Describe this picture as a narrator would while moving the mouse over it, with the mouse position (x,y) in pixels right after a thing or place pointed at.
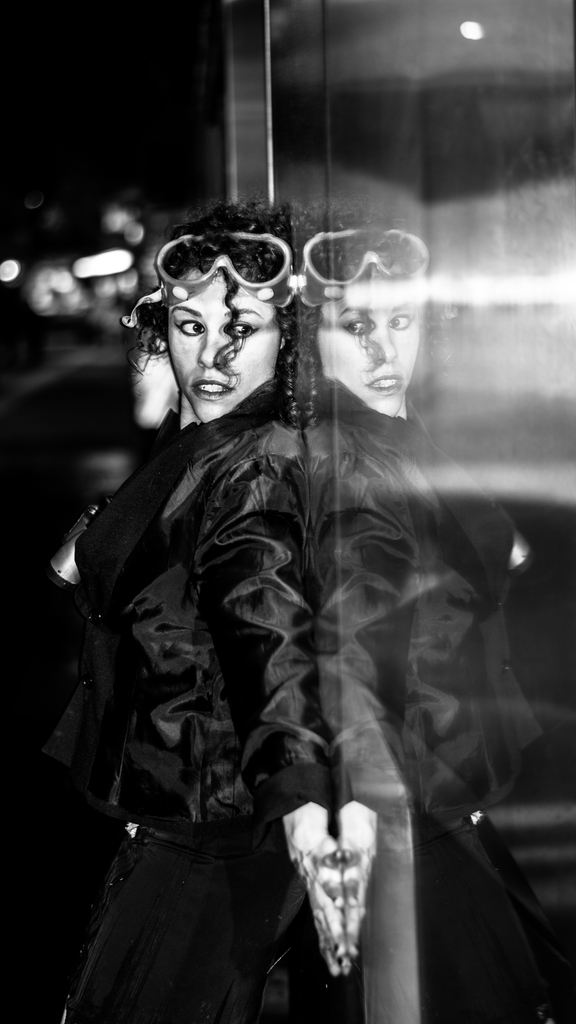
In this image in the center (251,449) there is one woman (228,804) who is standing, on the right side (409,264) there is a glass door (382,426) and in the background (59,306) there are some lights (107,269).
